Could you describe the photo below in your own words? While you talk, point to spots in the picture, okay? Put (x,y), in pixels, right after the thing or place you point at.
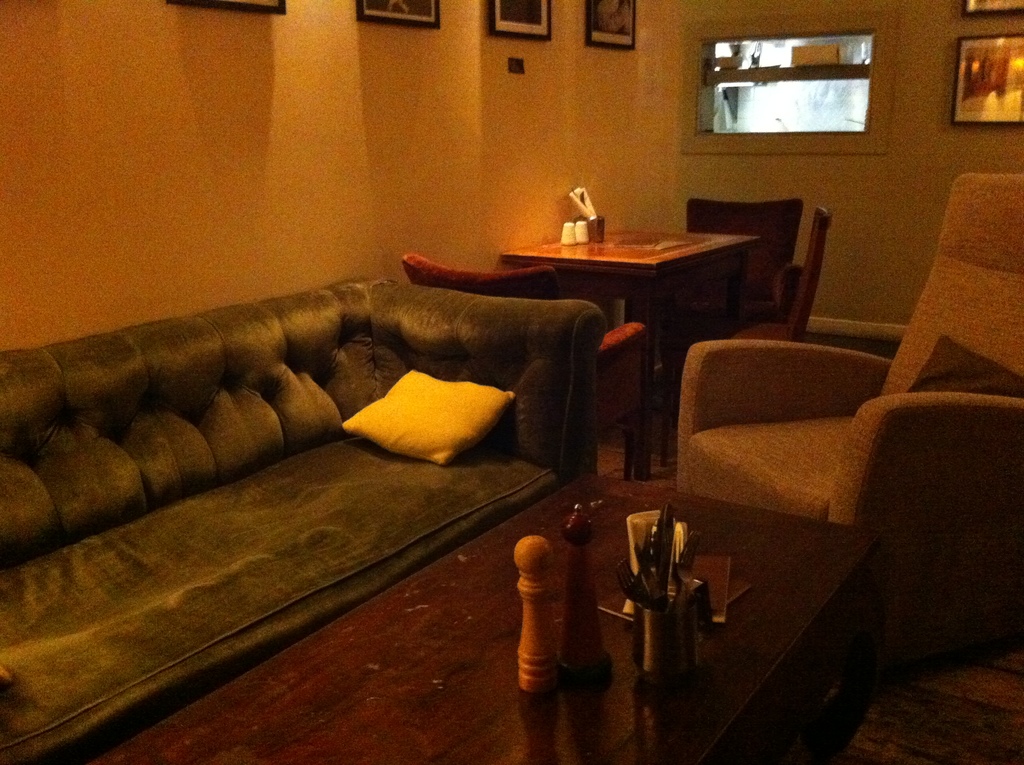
In this image I see sofa (344,341), chairs (445,274), 2 tables (156,744) on which there are few things (577,530). In the background (414,212) I see the wall (59,318) and there are few photo frames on it.
